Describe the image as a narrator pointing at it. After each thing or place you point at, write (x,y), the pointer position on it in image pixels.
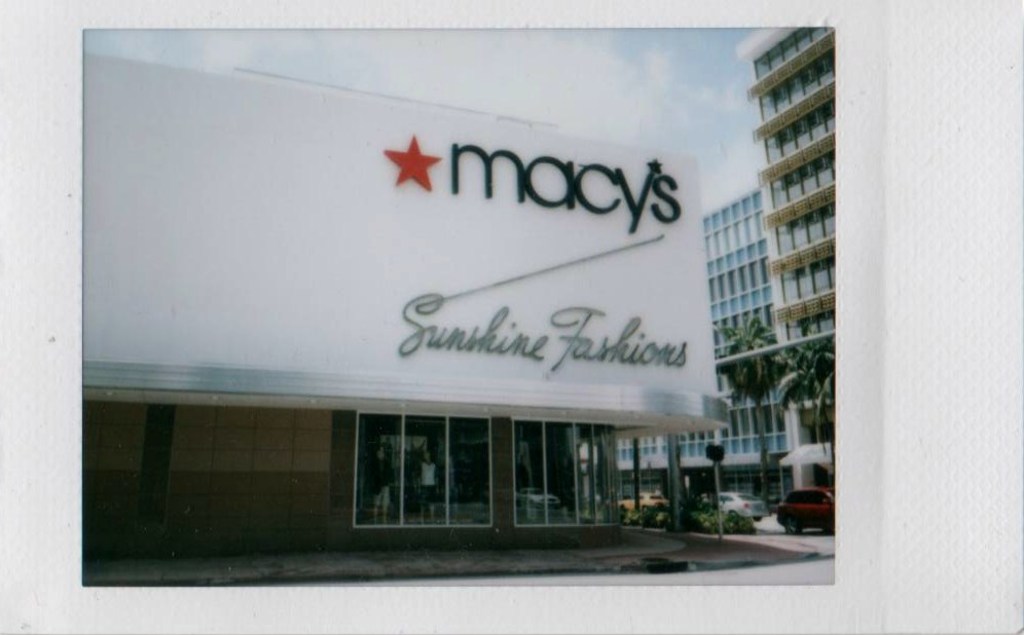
In this picture we can find few buildings (611,335), trees (749,343), cars (781,508) and few mannequins (427,484).
